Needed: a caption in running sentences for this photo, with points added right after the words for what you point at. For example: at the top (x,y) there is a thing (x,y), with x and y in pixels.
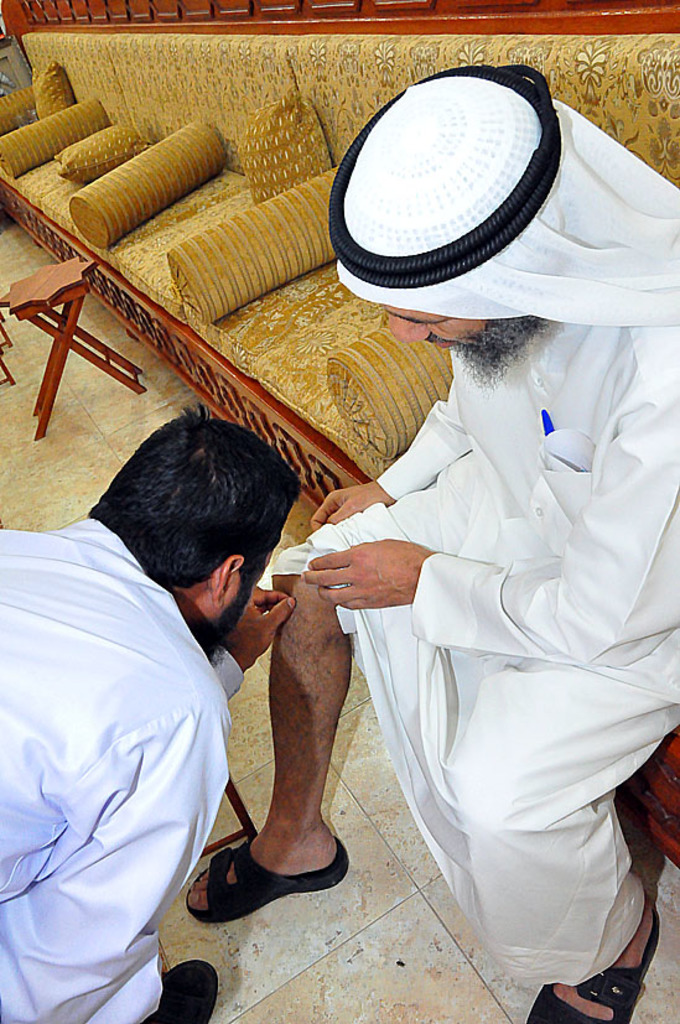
In the picture we can see a long sofa (115,289) with some pillows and round pillows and a man (620,676) sitting on it wearing a white color dress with a white color cloth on his head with a black color band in it and near to him we can see another man (197,437) bending and touching the leg (305,631) of the person (313,625) who is sitting and near to the sofa (99,284) we can see a stool (92,343) which is brown in color.
